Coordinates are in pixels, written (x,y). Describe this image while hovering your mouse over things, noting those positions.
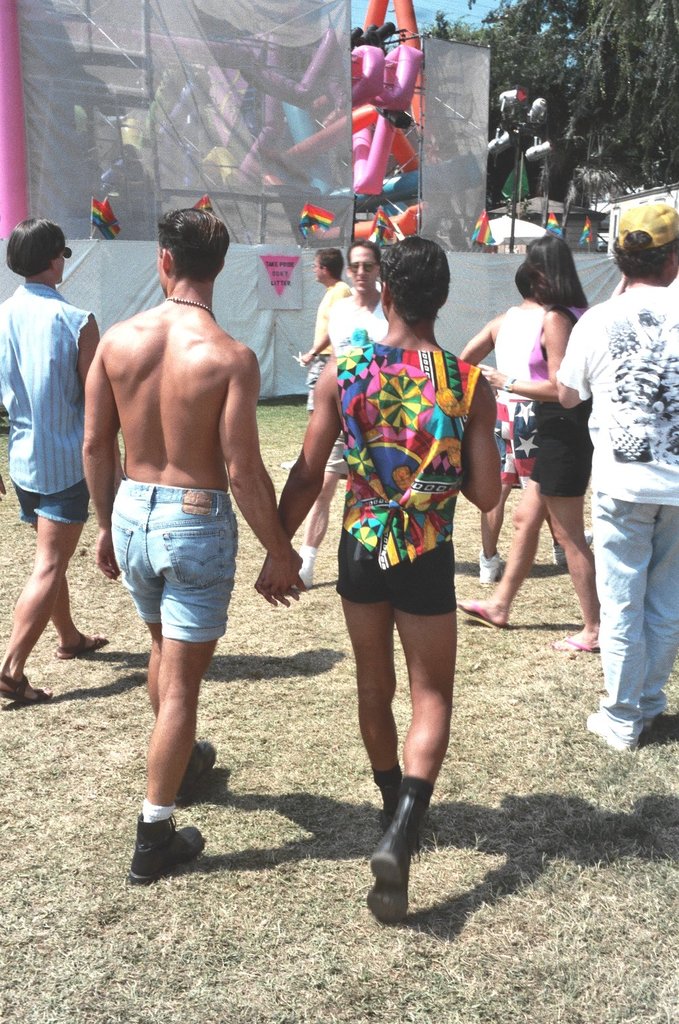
In this picture we can see a few people (633,376) are walking on the grass (528,777). There are some flags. We can see a white board (280,258) on a fence (599,272). There are few inflatables (380,72) and some trees (670,39) in the background (335,132).
